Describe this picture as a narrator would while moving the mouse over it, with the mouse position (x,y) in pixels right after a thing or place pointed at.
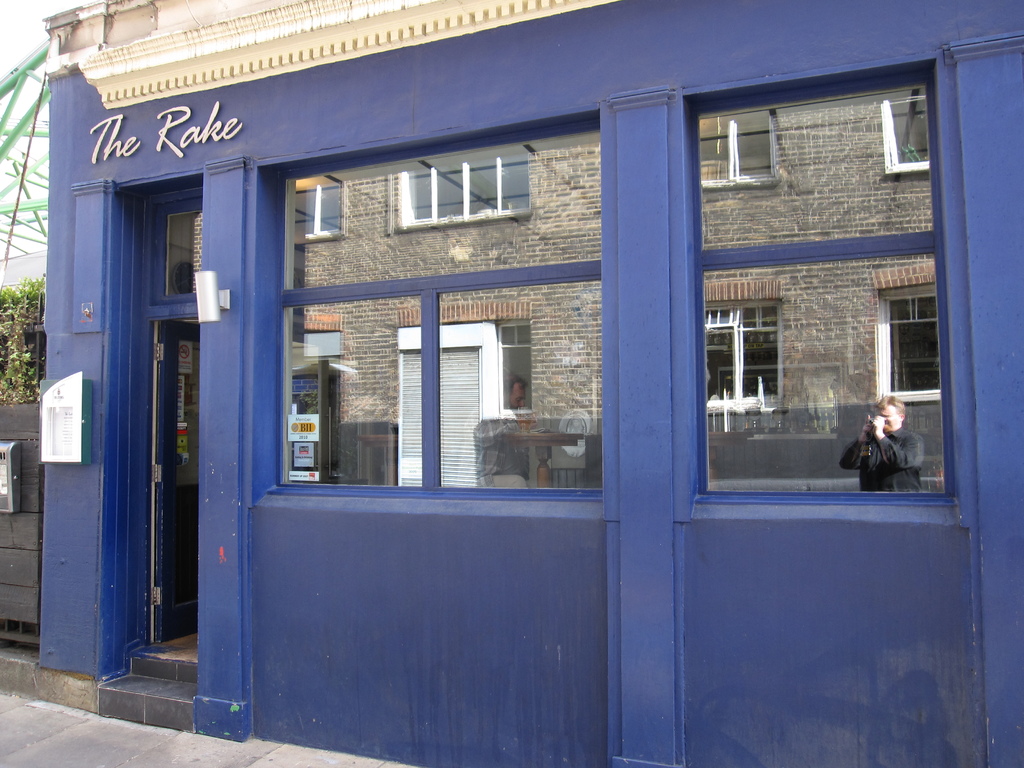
In this picture I can see a building (131,474) in front (123,107) and on the top of the building (133,123) I see 2 words (169,129) written and I see the glasses (832,206). On the reflection (883,271) of the glass (478,321), I see a building (516,245) and a person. Through the glasses (491,420) I can see another person (490,451). On the left side of this image (26,365) I see few plants (27,309).
